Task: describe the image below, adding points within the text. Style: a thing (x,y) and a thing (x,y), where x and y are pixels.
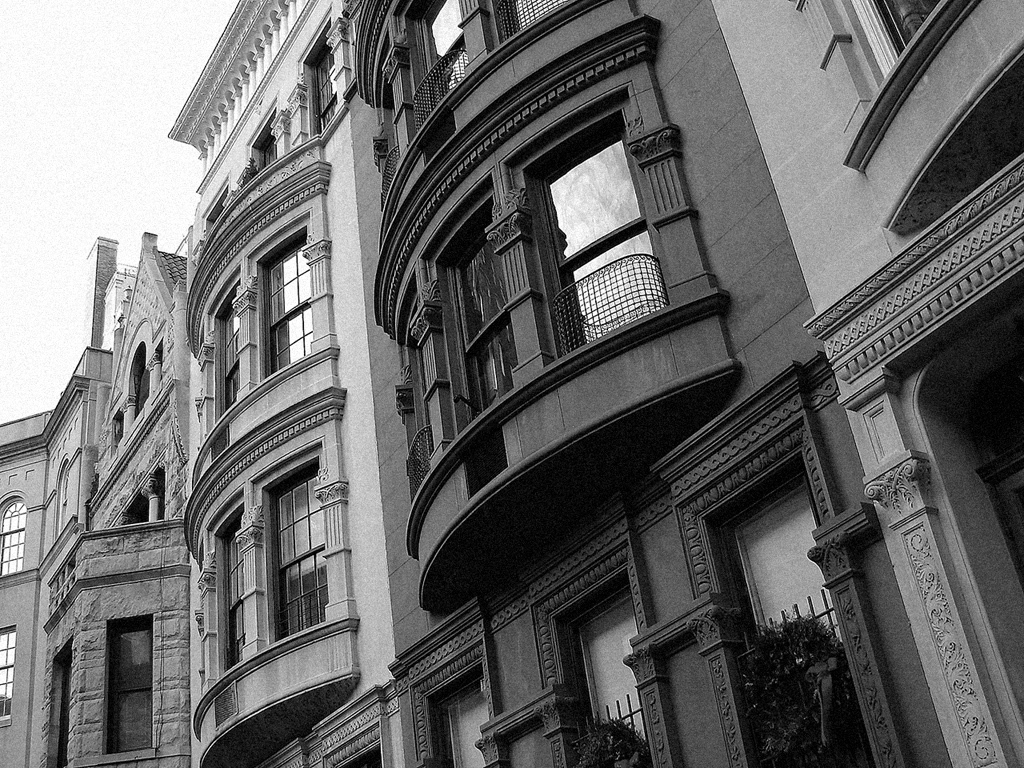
In the image I can see some buildings (335,387) to which there are some windows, grills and also I can some plants (752,688).
